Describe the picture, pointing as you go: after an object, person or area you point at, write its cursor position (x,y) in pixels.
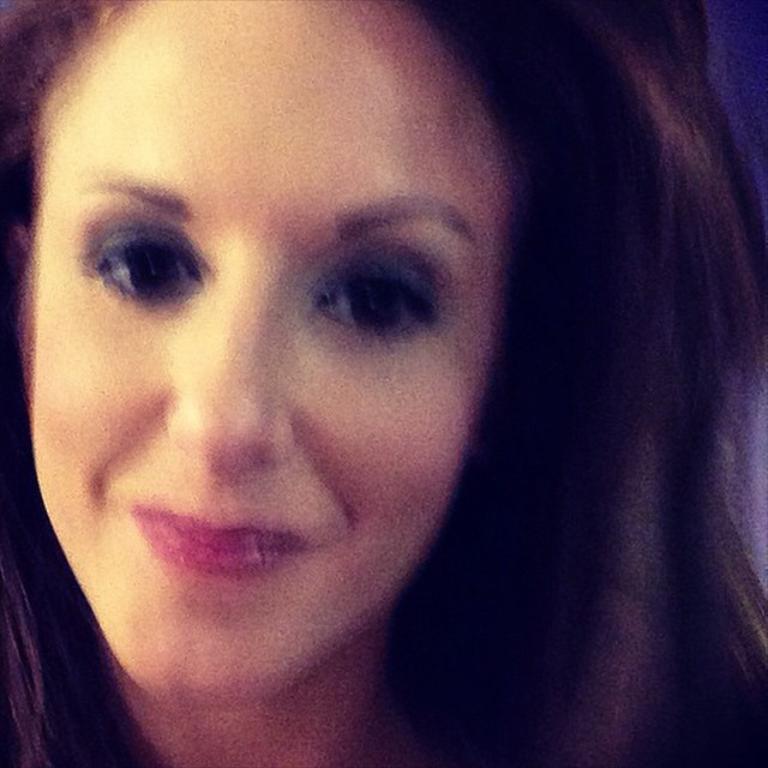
In the foreground of the image (284,724) there is a woman (706,469).
